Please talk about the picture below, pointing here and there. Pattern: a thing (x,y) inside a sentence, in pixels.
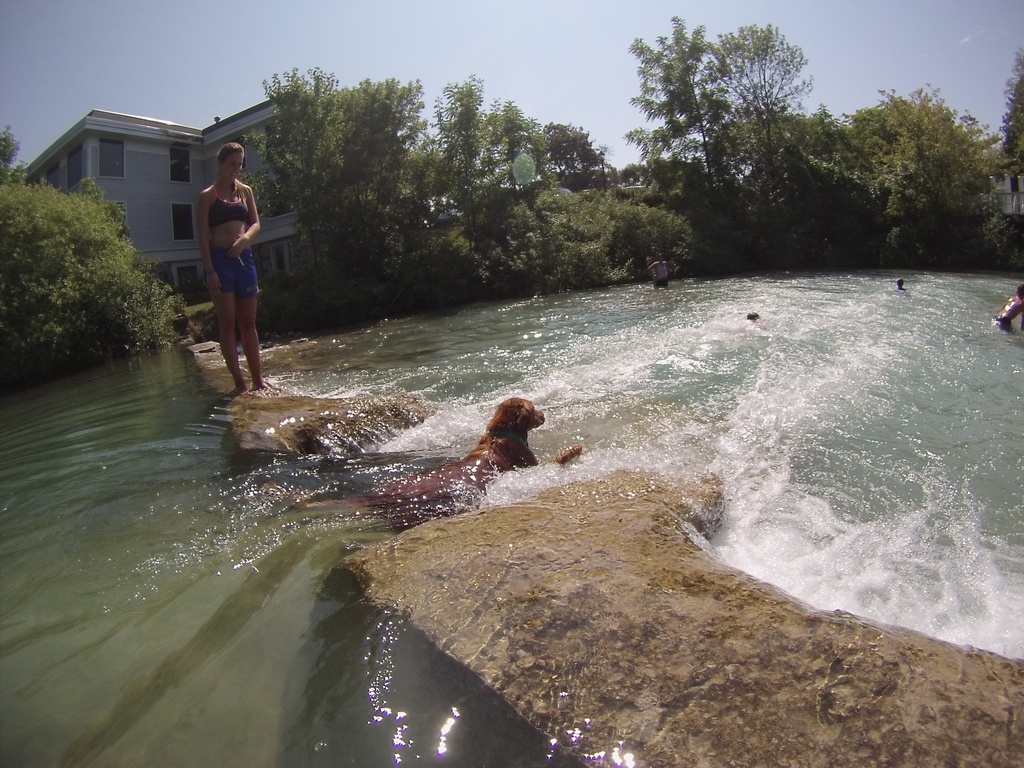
In this image we can see a dog (437,492) in the water (313,629) and there is a woman (252,253) standing and we can see few people (654,262) in the water (628,318). There is a building (288,242) and we can see some trees (376,111) in the background (334,138) and at the top (423,65) we can see the sky (947,59).
